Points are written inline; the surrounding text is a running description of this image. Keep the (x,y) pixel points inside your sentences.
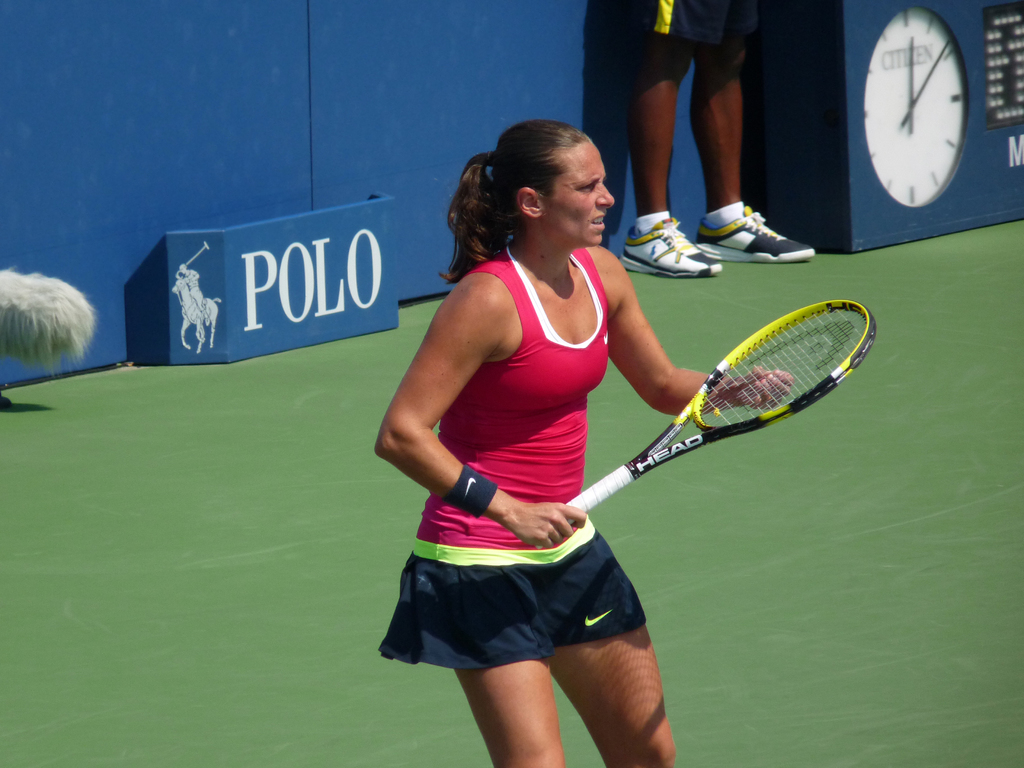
In this image we can see there are persons (658,265) standing on the ground (758,455) and holding a racket (756,394). And at the back (248,196) there is a blue color background (322,196) with text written on it and there is a clock (926,122) and an object (998,41).
